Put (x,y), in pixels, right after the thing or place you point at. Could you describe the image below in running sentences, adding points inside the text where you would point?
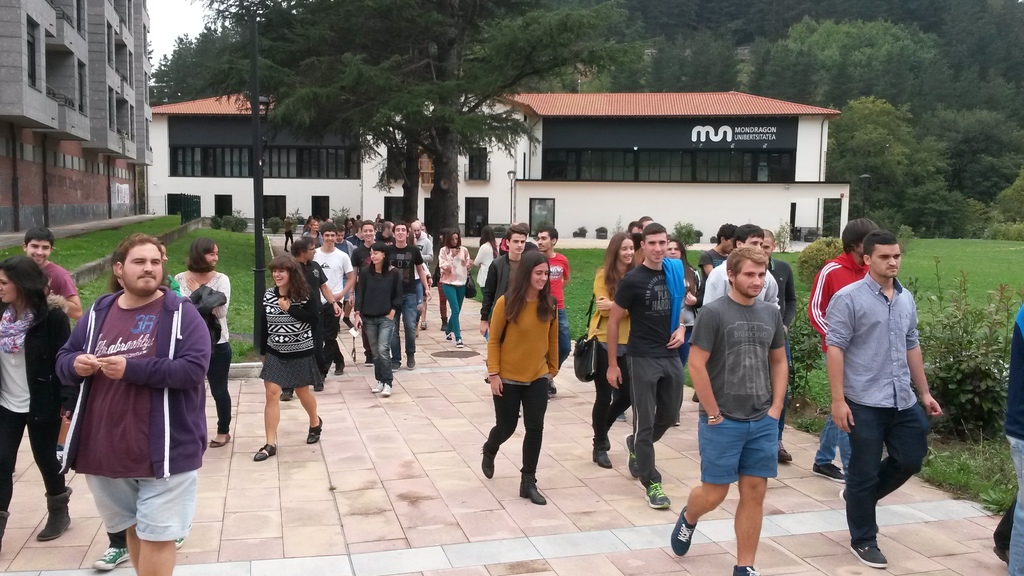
In the center of the image (488,333) a group of people (756,263) are present. In the background of the image (538,185) we can see a trees (888,103), buildings (328,134) are there. At the bottom of the image (542,510) ground (564,471) is present. On the right side of the image (934,295) some plants (944,318) and grass (944,283) are there. At the top left corner (170,13) sky (175,27) is present. In the middle of the image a pole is there.
